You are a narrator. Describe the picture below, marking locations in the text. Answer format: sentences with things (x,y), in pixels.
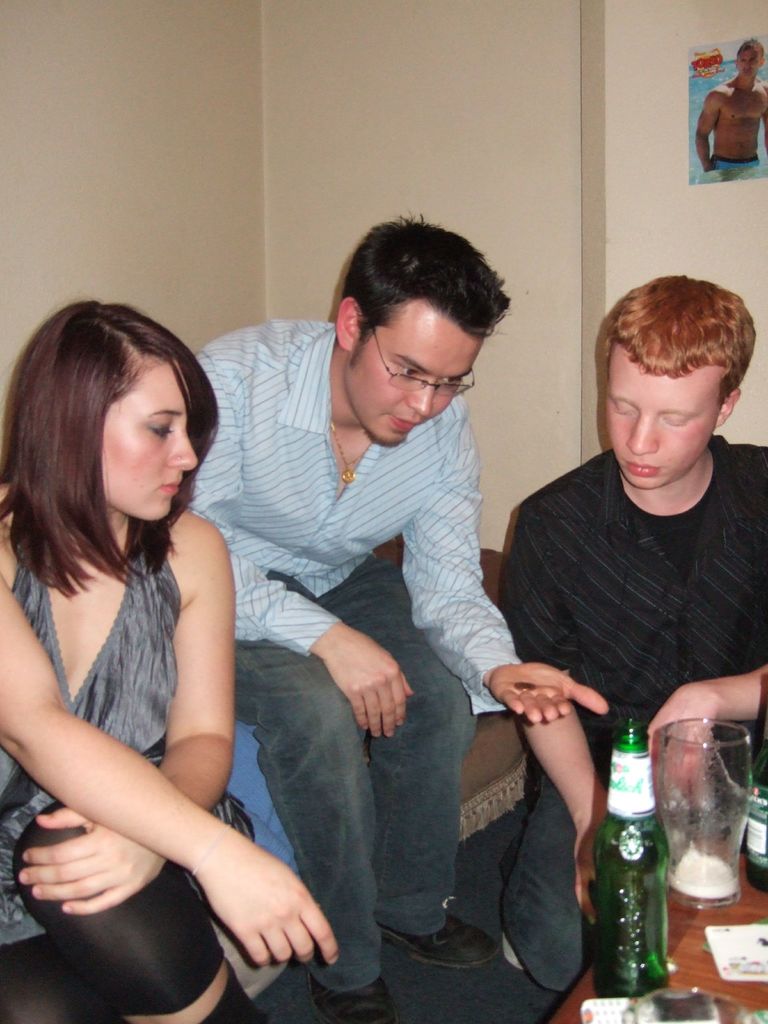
In this image I see a woman (138,396), and 2 men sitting and I see a table (736,986) in front of them and there are 2 bottles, a glass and mobile (602,1009). In the background (657,113) I can see the wall (2,351) and a poster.
